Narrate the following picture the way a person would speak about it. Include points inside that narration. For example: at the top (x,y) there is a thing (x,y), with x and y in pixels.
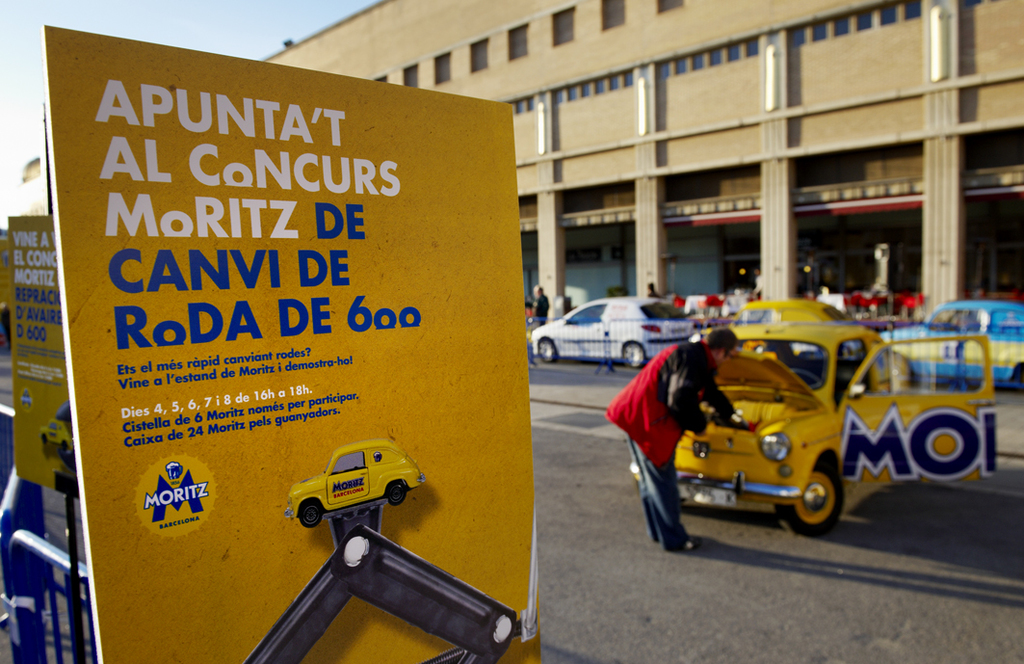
In this image I can see on left side (199,338) it looks like a hoarding (358,431), on the right side (781,317) few vehicles (866,374) are there and there is a building (774,294). In the middle (668,417) a man (674,352) is standing and touching the car (763,409), at the top (292,20) there is the sky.
